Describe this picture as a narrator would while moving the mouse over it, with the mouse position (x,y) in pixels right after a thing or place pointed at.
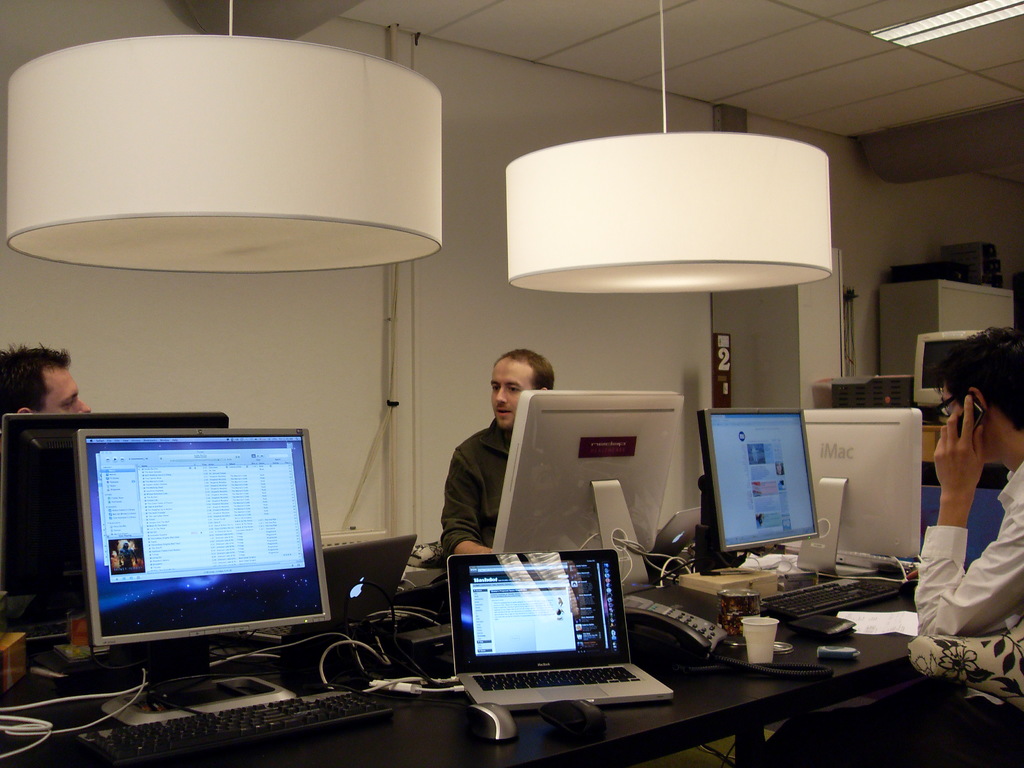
they are few men (1011,432) sitting around a table (65,688) operating computers (782,429) and above them there are two lamps (356,157) hanging from the ceiling (998,35).
